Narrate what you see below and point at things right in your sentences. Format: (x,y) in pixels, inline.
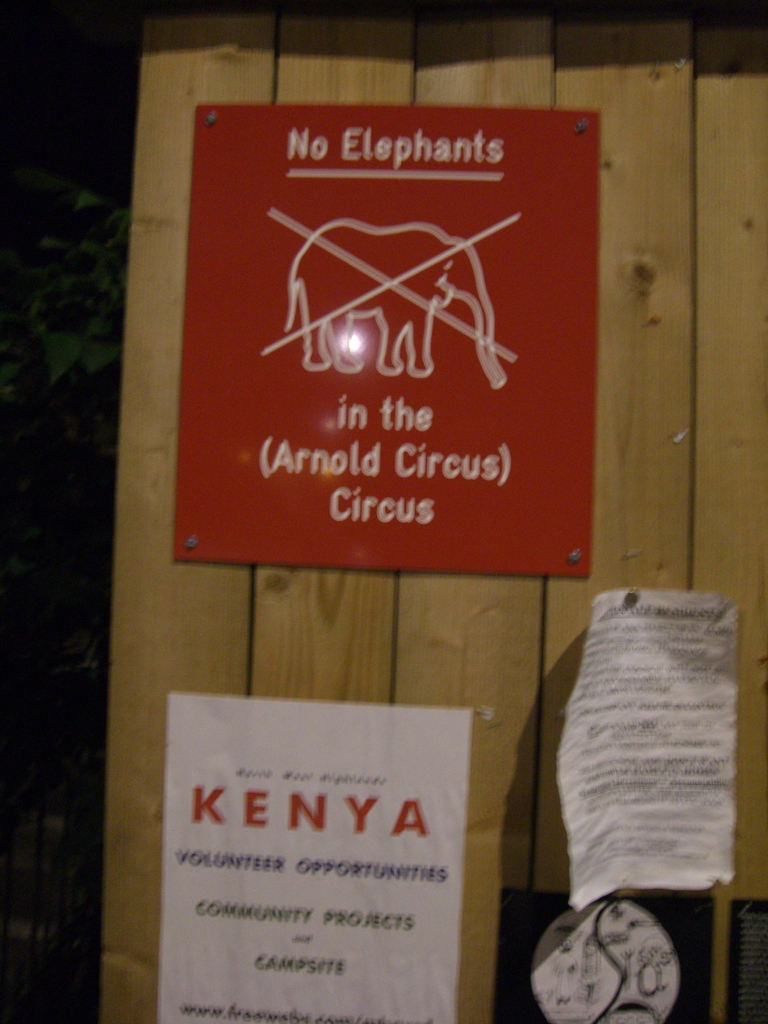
In this image we can see posters (480,235) with some text (395,426) on the wooden surface (147,636).
